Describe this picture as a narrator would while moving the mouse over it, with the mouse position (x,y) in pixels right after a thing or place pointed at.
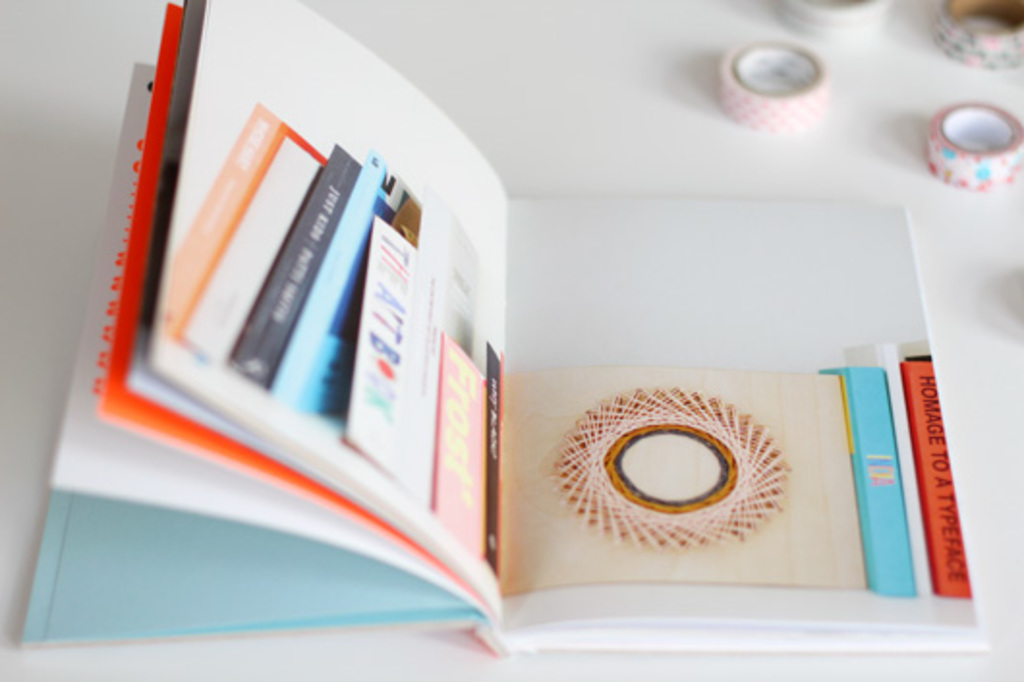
In this picture we can see a book (720,595) and four round tapes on a white surface (41,10). We can see some text (942,471) and a few objects (435,346) are visible on this book (721,287).
